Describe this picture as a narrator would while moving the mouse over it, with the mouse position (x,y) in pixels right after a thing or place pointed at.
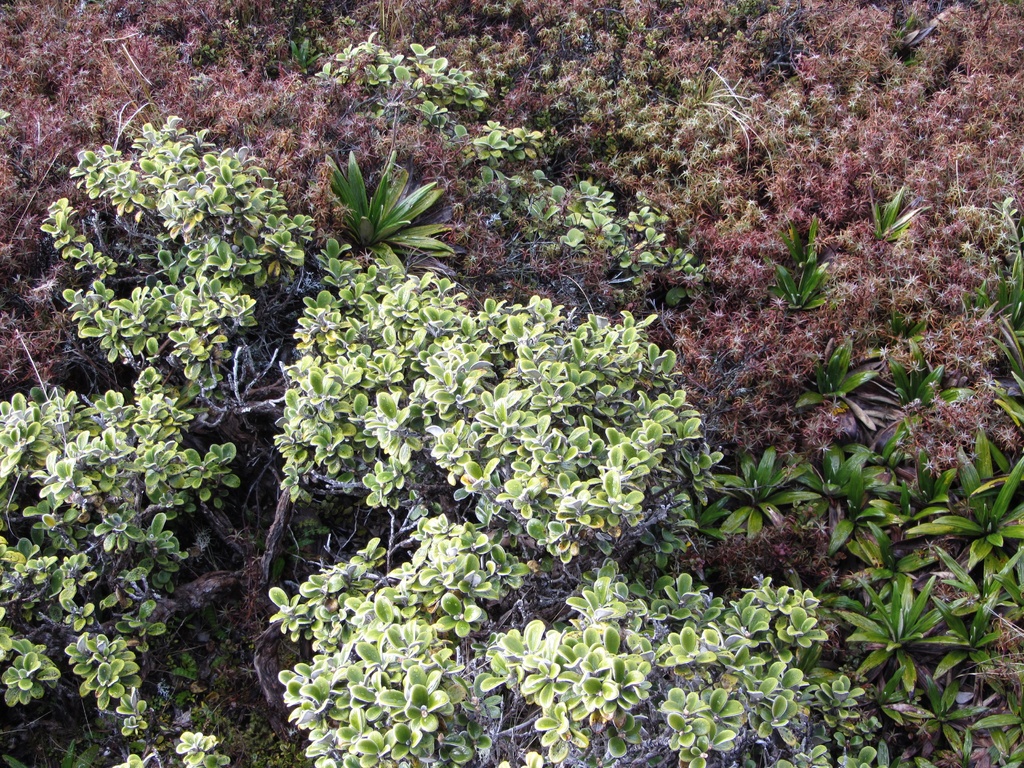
In this image, we can see different types of plants (792,324).
